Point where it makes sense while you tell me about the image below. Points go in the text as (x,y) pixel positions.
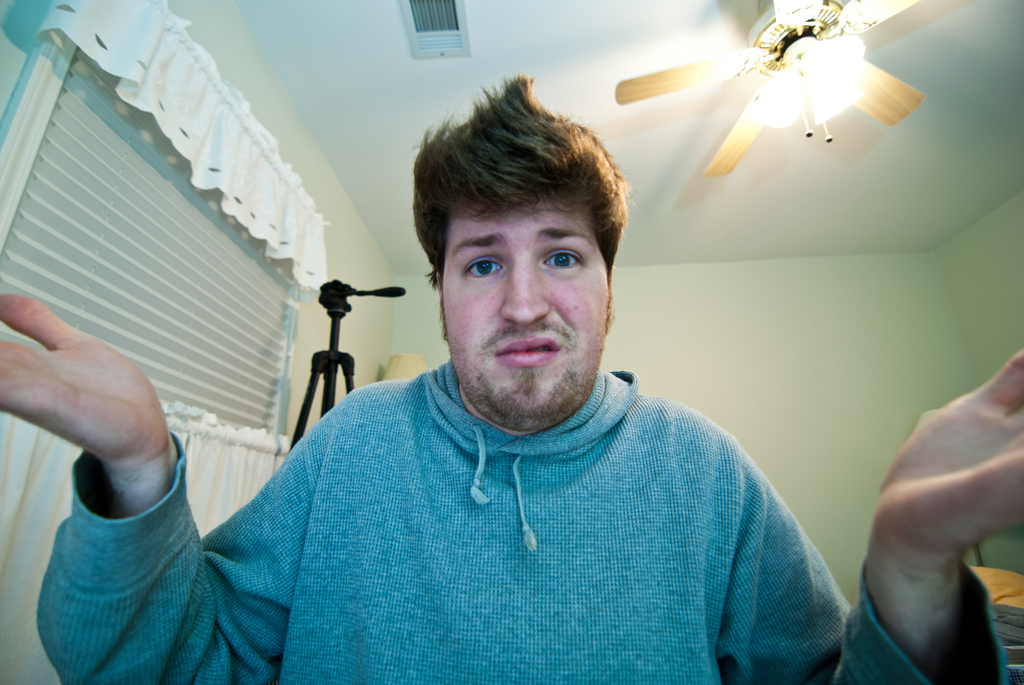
In this image we can see a man (532,642). He is wearing a hoodie (550,642). In the background (800,401), we can see a wall (821,344), roof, window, curtain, tripod stand (352,290), fan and light (798,97). Behind the man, we can see a lamp (409,356). There is an object (1001,581) on the right side of the image (1015,583).
